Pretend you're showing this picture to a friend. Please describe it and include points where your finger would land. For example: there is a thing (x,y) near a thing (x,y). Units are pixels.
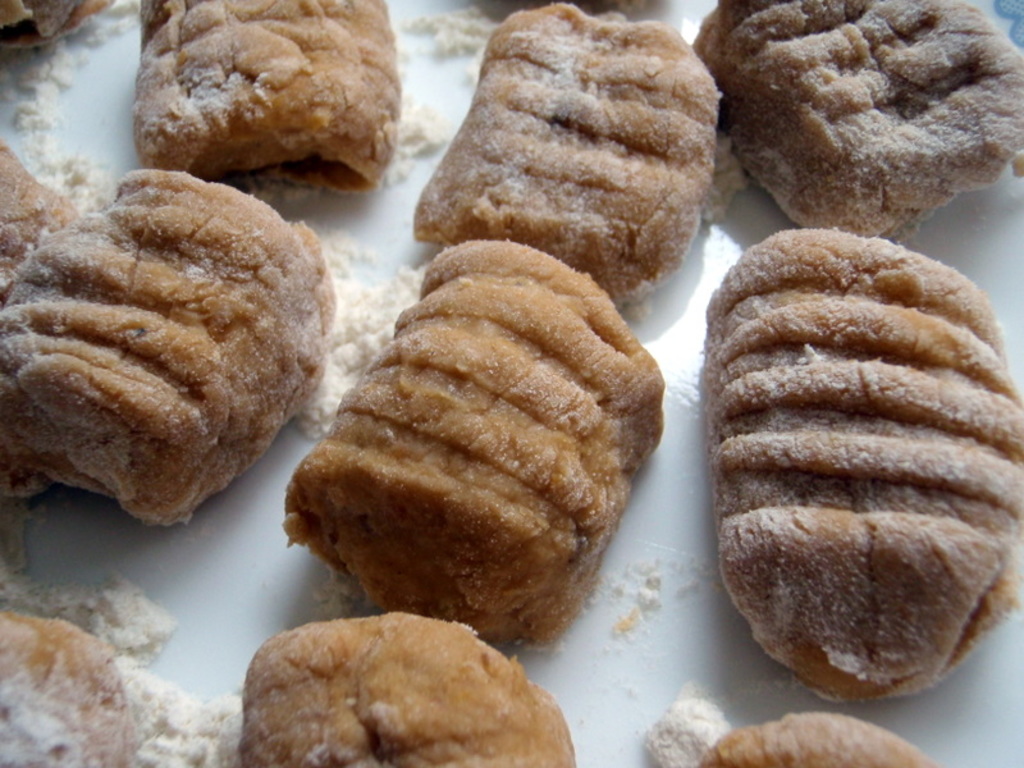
In the image in the center, we can see one plate (637,507). In the plate (698,513), we can see some food items (414,406).
